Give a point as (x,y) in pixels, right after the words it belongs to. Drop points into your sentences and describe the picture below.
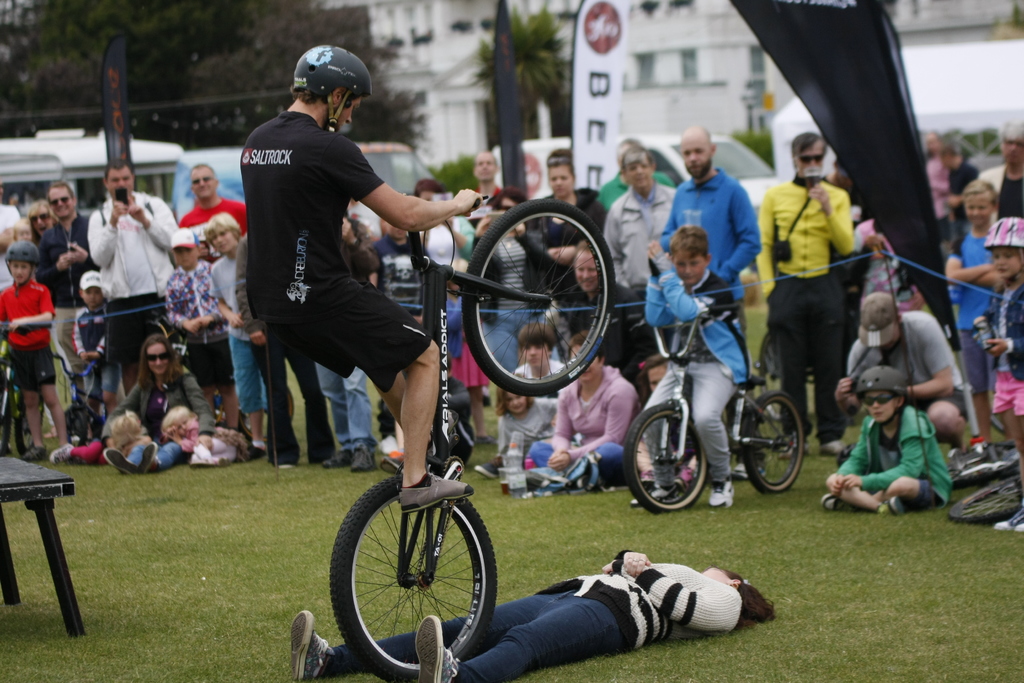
In this picture we can see some persons (1006,336) standing on the grass (865,517). Here we can see a man (330,134) who is standing on the bicycle (358,618). On the background (184,150) we can see some trees (295,50) and there is a building (644,97).
